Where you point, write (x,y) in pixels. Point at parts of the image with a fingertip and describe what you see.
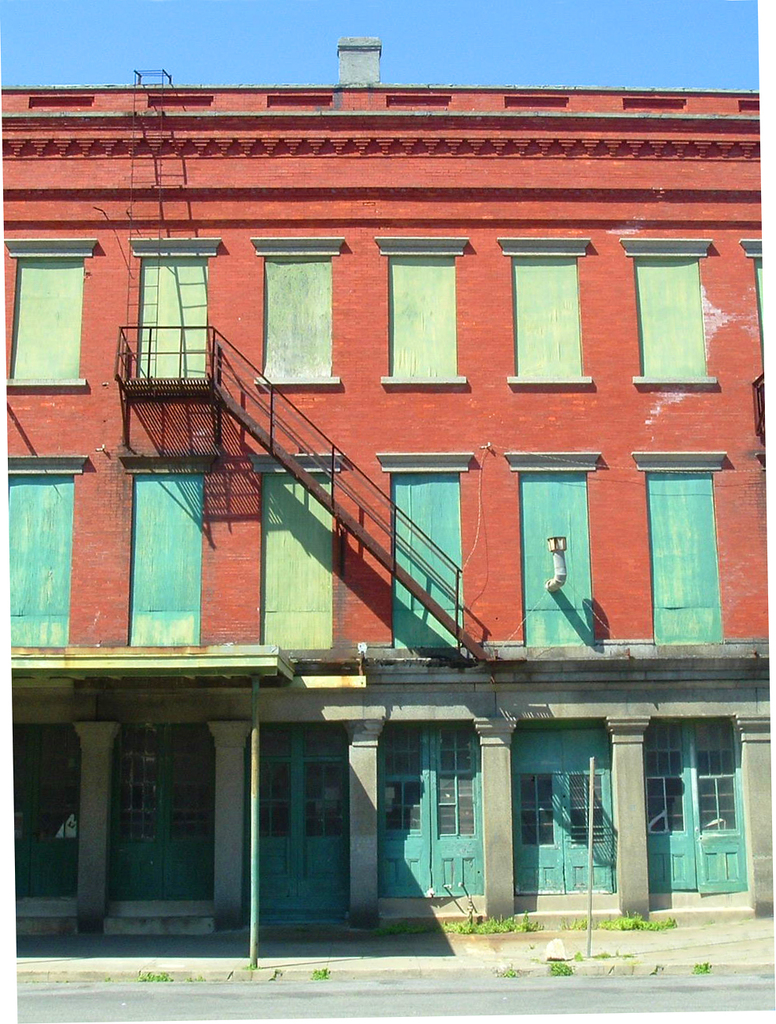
In this image we can see a front view of a building (269,259), in this image we can see a metal staircase (304,479) to the top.
